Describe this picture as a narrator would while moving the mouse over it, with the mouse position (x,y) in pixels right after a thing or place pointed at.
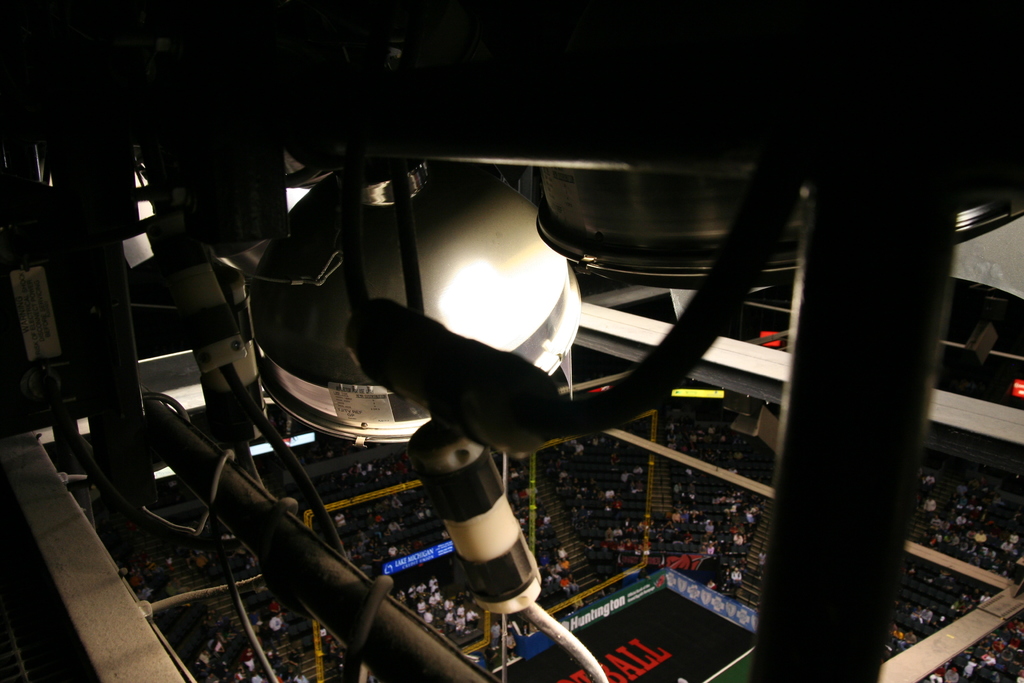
In this image, it looks like an indoor stadium (400,530) and we can see some people (398,505) in the image.
